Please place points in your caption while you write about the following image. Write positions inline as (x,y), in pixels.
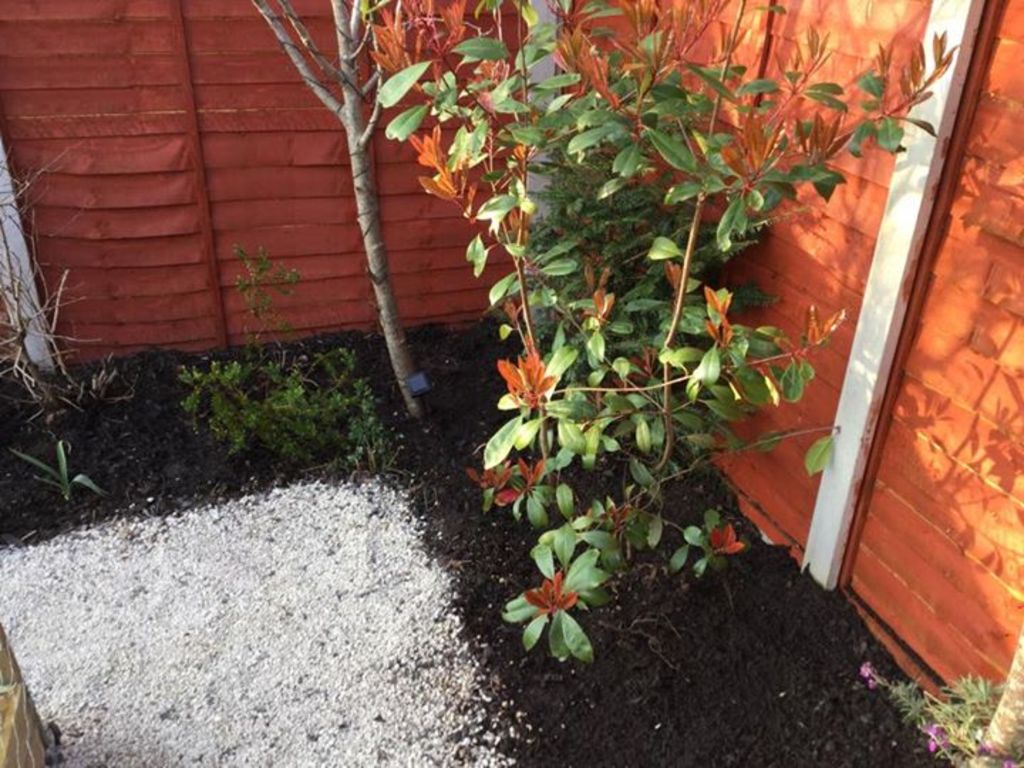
In this image there are plants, a fence (285,92), mud (625,670) and white color sand (294,509).
